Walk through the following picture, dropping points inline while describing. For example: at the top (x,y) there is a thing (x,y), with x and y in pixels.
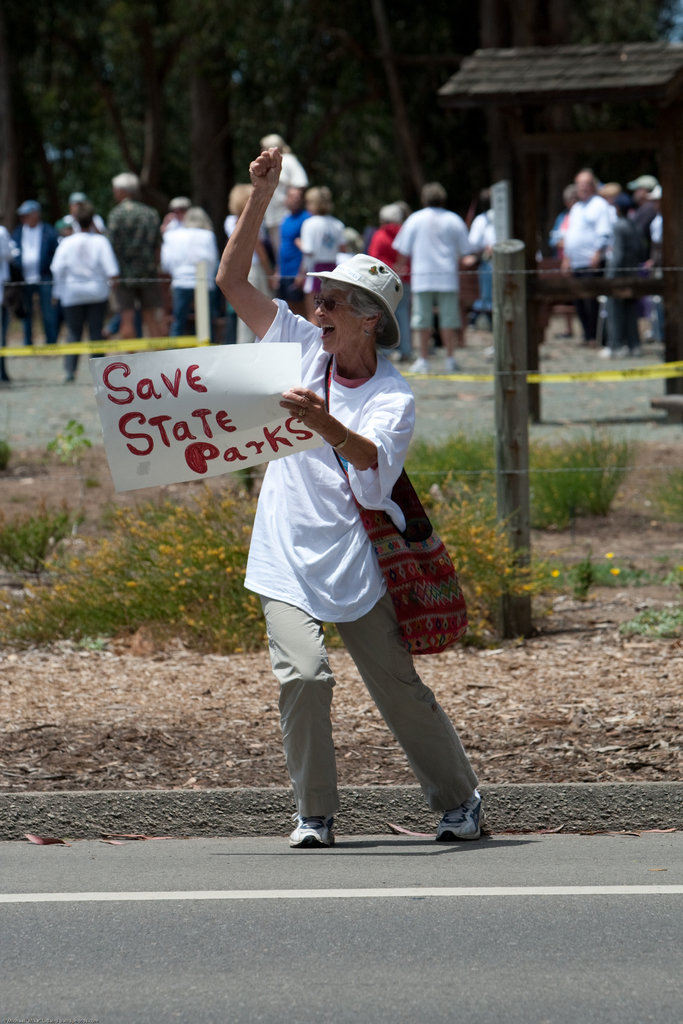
In this picture we can see a person (264,503) holding a paper (181,449) and standing on the road (612,989). Behind the person (275,467), there are plants (224,513), a wooden pole (508,254), wire fencing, people (292,223), trees (292,80) and an object (537,83).
